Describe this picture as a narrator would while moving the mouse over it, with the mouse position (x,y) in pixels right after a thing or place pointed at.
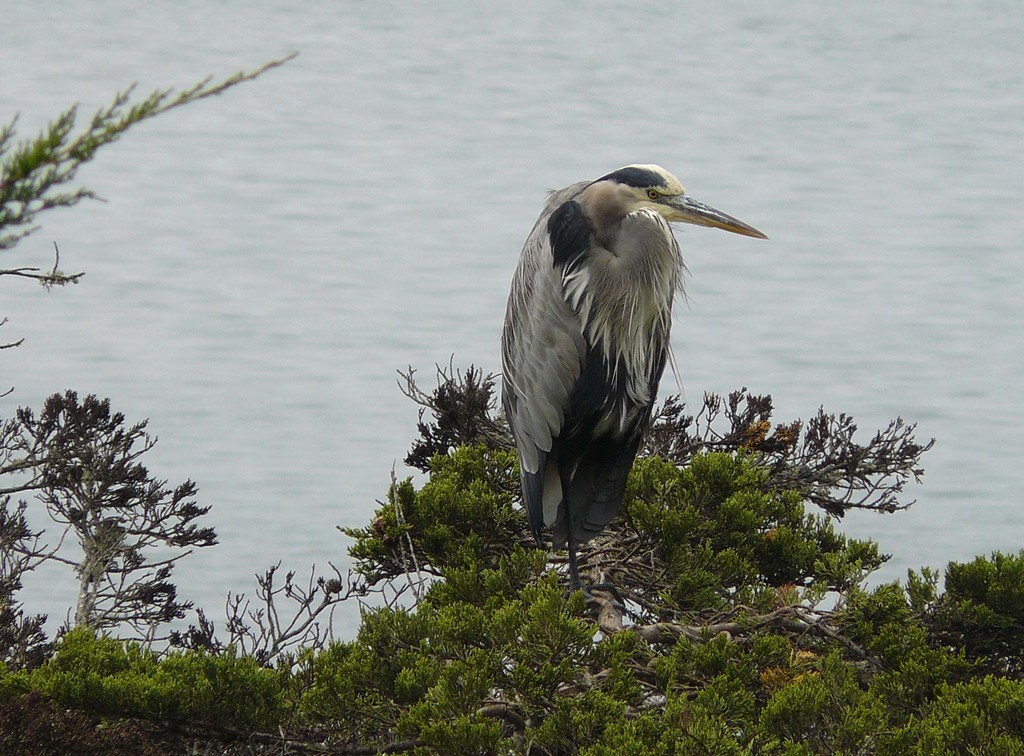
In this image we can see a bird (599,451) on a tree (481,588). Behind the bird (598,358) we can see water (261,221).
